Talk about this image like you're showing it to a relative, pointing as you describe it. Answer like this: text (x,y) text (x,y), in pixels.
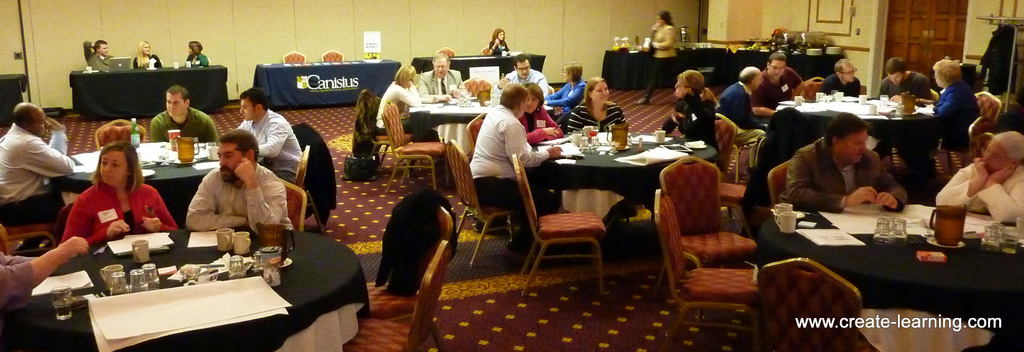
In the image we can see group of persons (858,140) were sitting around the table (188,236). On the table (298,298) we can see some objects (258,310) like glasses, mug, papers (178,298) etc. And coming to the background (221,54) we can see some more tables (699,56) and wall (509,19) and one lady (665,50) she is standing.
